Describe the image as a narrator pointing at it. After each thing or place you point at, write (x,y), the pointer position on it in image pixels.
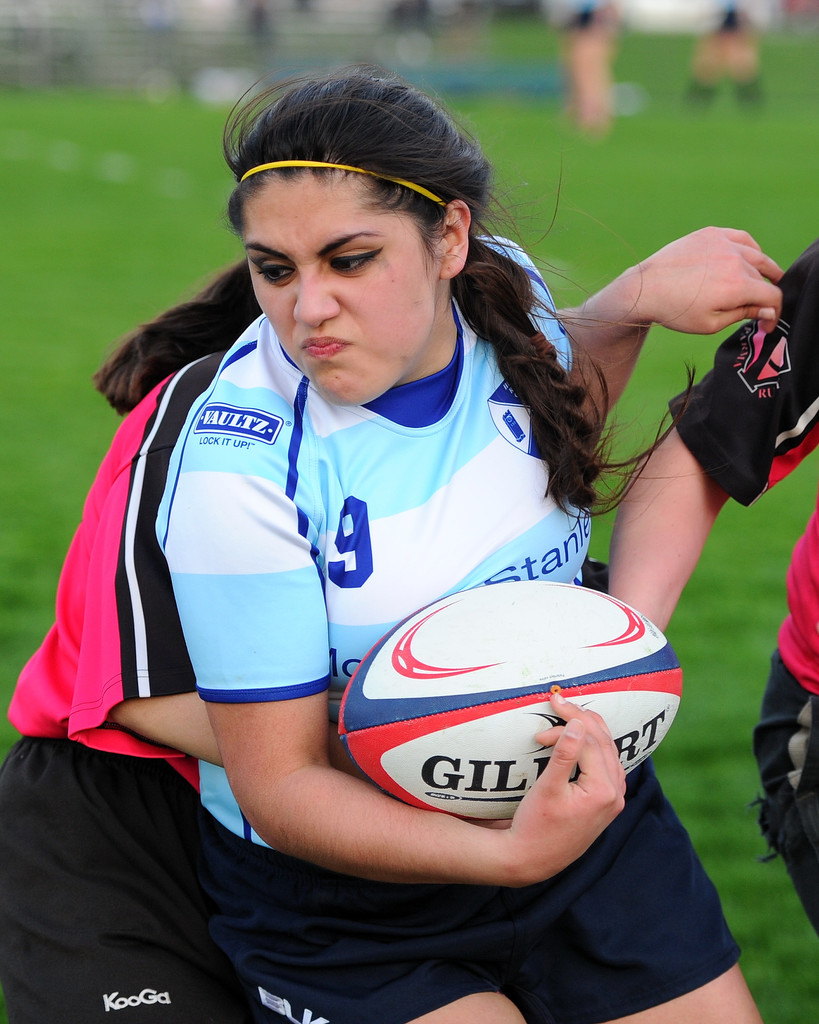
This picture is clicked on a sports field (811,235). There is a woman (358,519) wearing a blue jersey (442,564) and she is holding a ball (537,717) in her hand (584,736). The woman (148,635) to the other two sides are wearing pink jersey (98,646). In the background (95,228) there is grass (119,222).
